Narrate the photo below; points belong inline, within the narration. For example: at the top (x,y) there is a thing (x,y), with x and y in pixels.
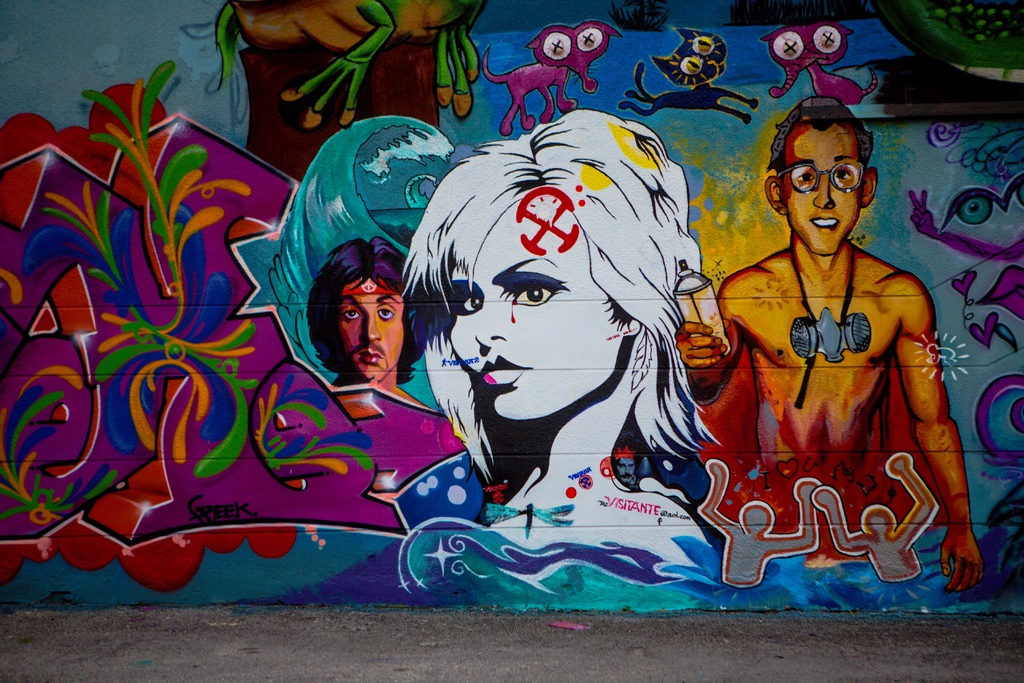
In this picture we can see the ground (488,631) and a painting (239,460) of some people (610,215), animals (603,24) on the wall (550,329).
